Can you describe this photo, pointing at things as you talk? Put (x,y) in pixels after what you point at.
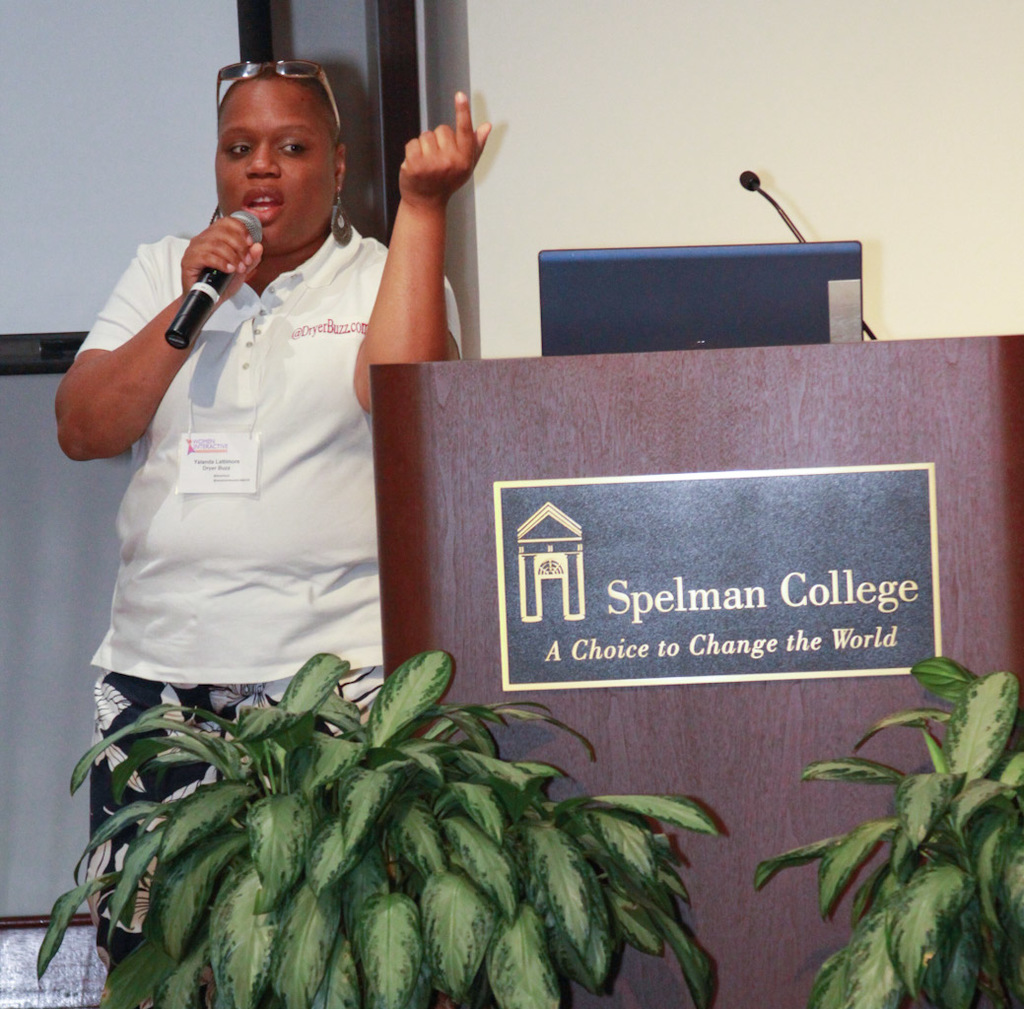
In this picture I can see 2 plants (541,800) in front (399,924) and in the middle of this picture (344,510) I can see a woman (212,371) standing and holding a mic (184,336) and side to her, I can see the podium (707,414) and I see something is written on it. In the background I can see the wall (354,19).
